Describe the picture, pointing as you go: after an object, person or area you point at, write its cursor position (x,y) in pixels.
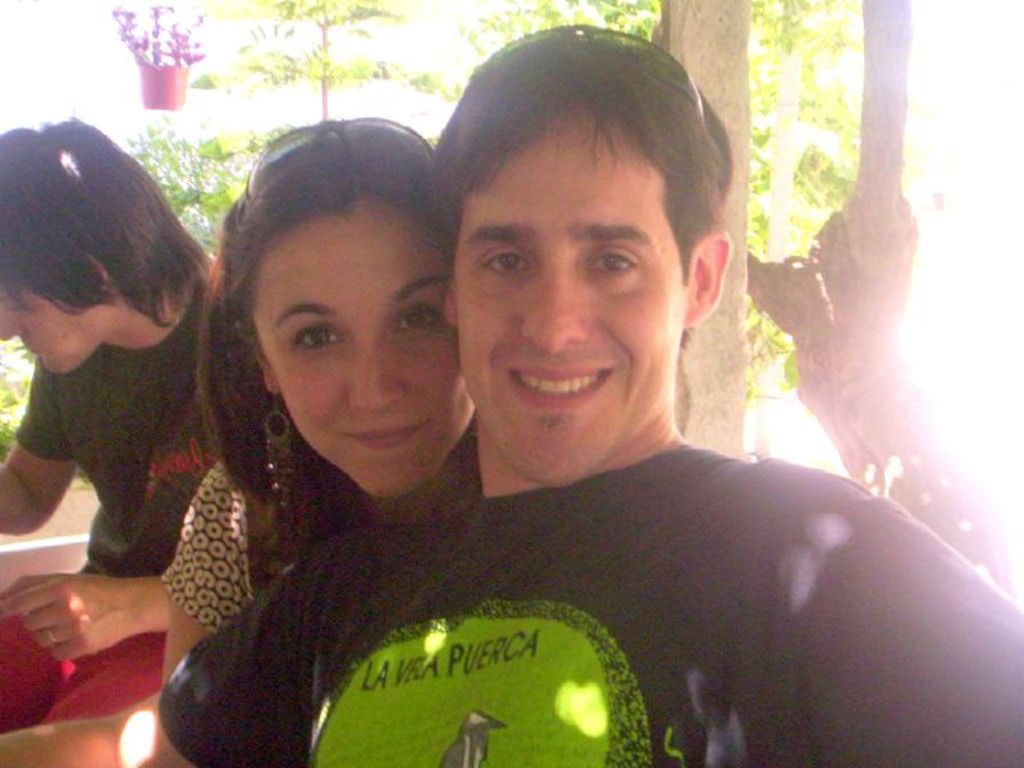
In this image there are people (452,656), trees (640,11) and objects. In the front of the image (556,217) two people (582,413) are smiling.
